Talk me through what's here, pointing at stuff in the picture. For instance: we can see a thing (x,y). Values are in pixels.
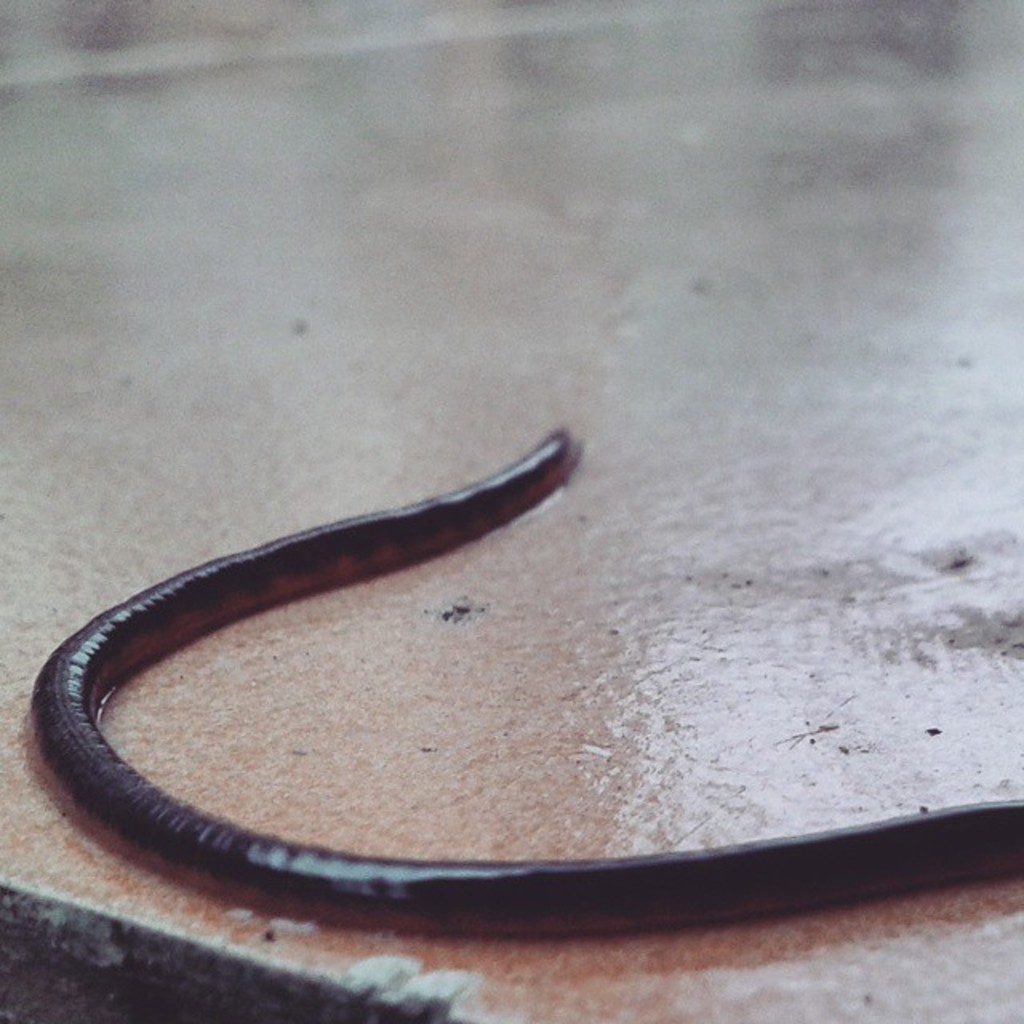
In this image, we can see earthworm (168,638) on the path (643,756).
